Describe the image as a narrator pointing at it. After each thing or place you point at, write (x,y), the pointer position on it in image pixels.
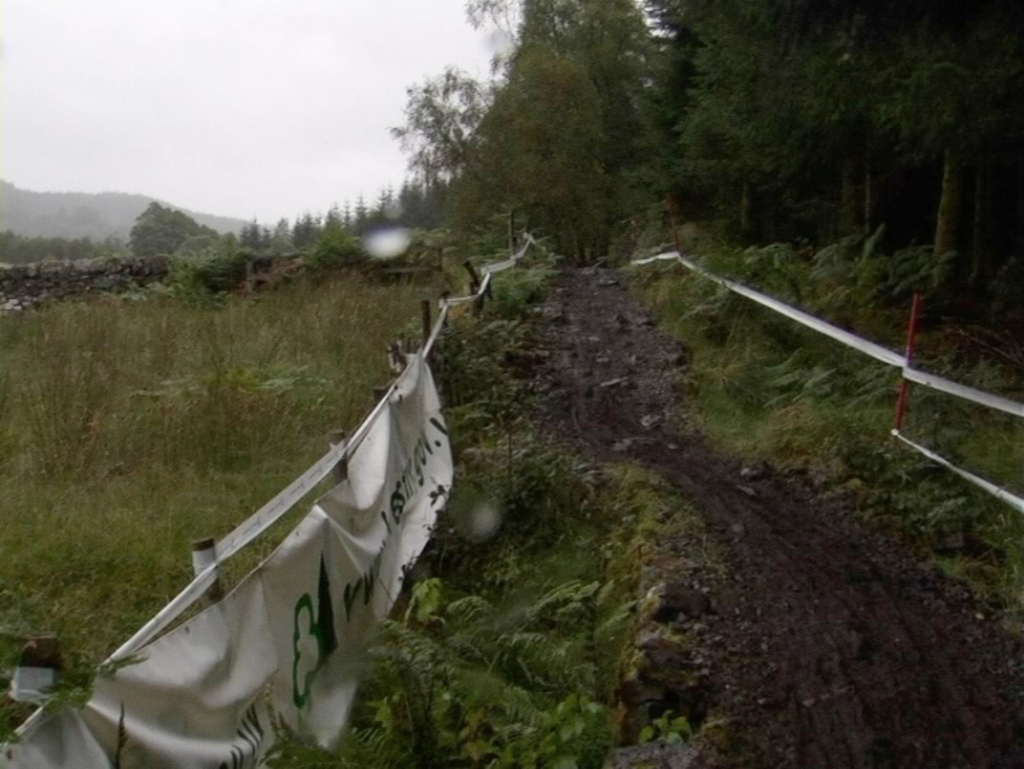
In this image I can see few banners (83,725) which are in white color attached to the pole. Background (215,27) I can see grass (362,377) and trees (1011,209) in green color and the sky (303,66) is in white color.
